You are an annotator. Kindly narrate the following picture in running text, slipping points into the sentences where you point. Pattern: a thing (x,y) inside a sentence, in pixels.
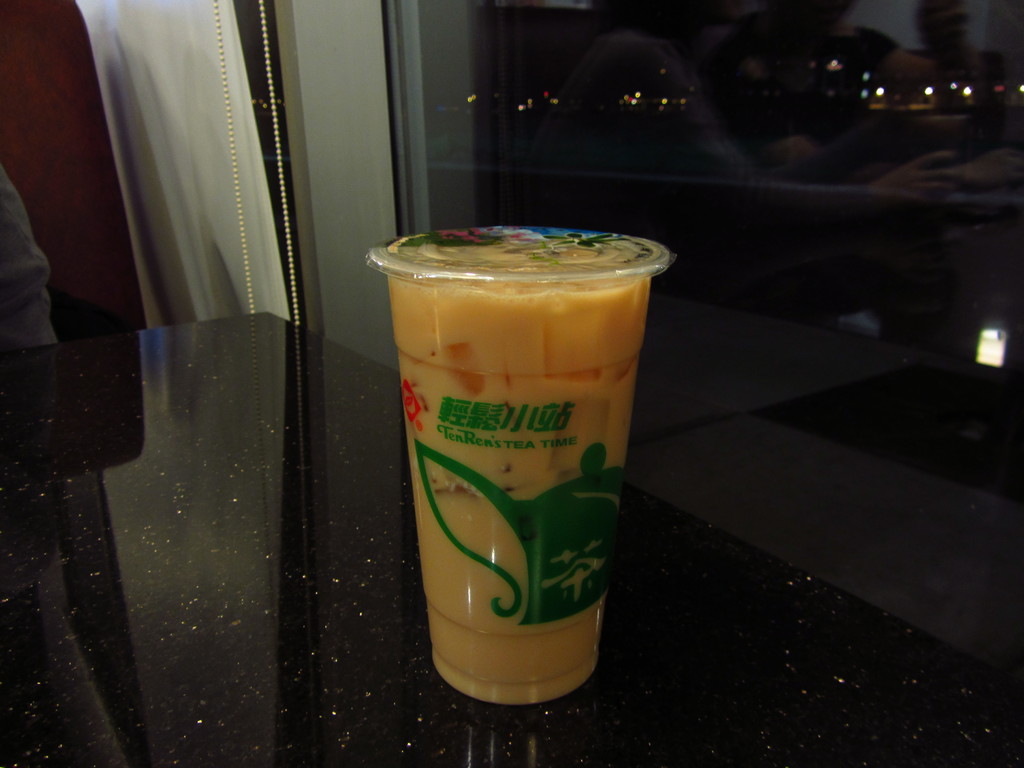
In this image I can see a glass (438,411) on the black color surface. In the glass (461,506) I can see some liquid (475,499) in yellow color and I can also see a glass window (648,83).
